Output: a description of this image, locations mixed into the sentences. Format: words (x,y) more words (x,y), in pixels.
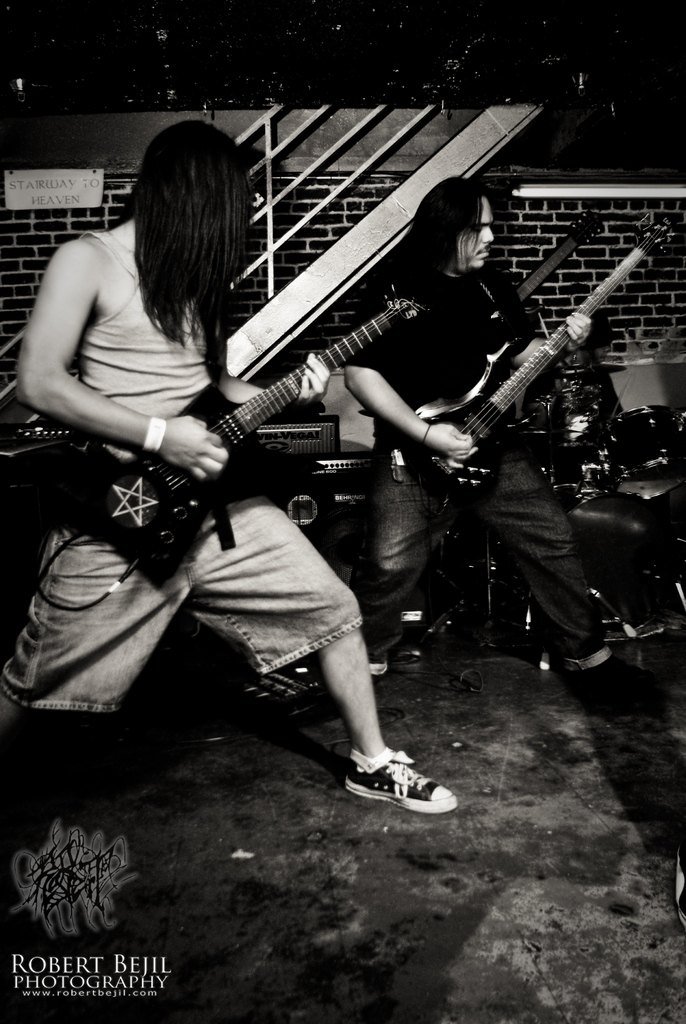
In this image, 2 people (408,432) are holding a guitar (485,488). They are playing music. Left side person (88,661) is wearing short (124,638). And right side person (555,612) is wearing pant (548,523) and t-shirt (452,368). Background (536,239), we can see a brick wall (533,227) and stairs (393,206). Here we can see a name board (51,190).
